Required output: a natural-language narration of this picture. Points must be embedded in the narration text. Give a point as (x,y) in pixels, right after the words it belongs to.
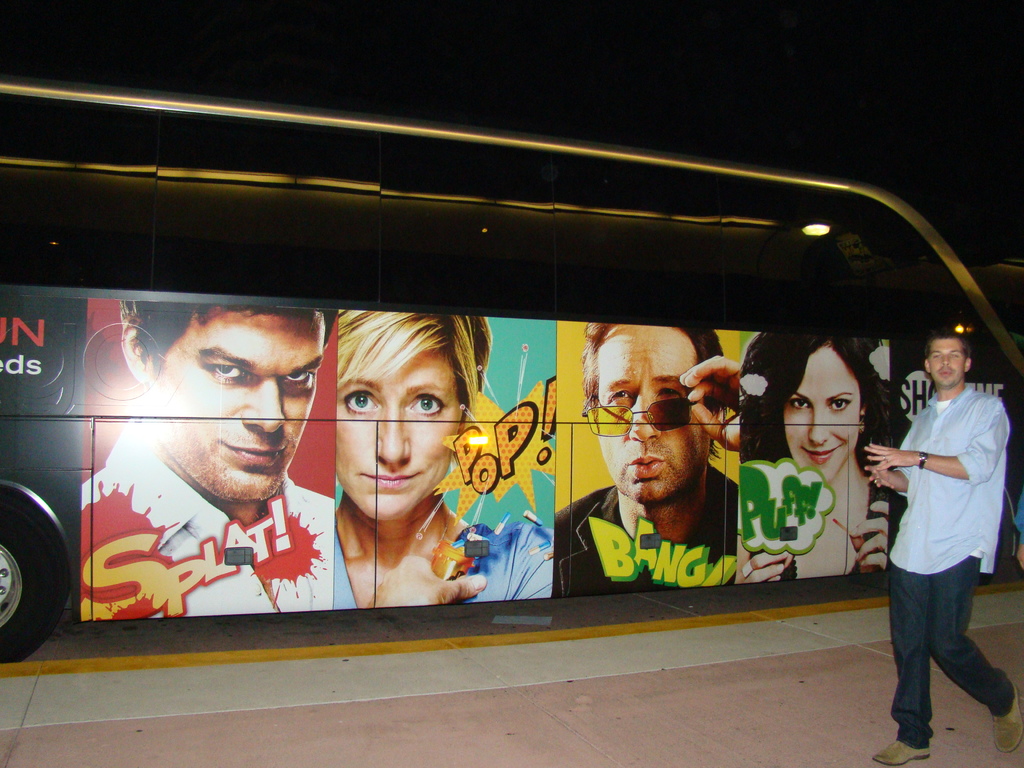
In this image I can see on the right side (949,507) a man (900,542) is walking, he wore a shirt (953,539), trouser (946,605), shoes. In the middle (641,365) there are images (305,461) on the vehicle (352,404).
